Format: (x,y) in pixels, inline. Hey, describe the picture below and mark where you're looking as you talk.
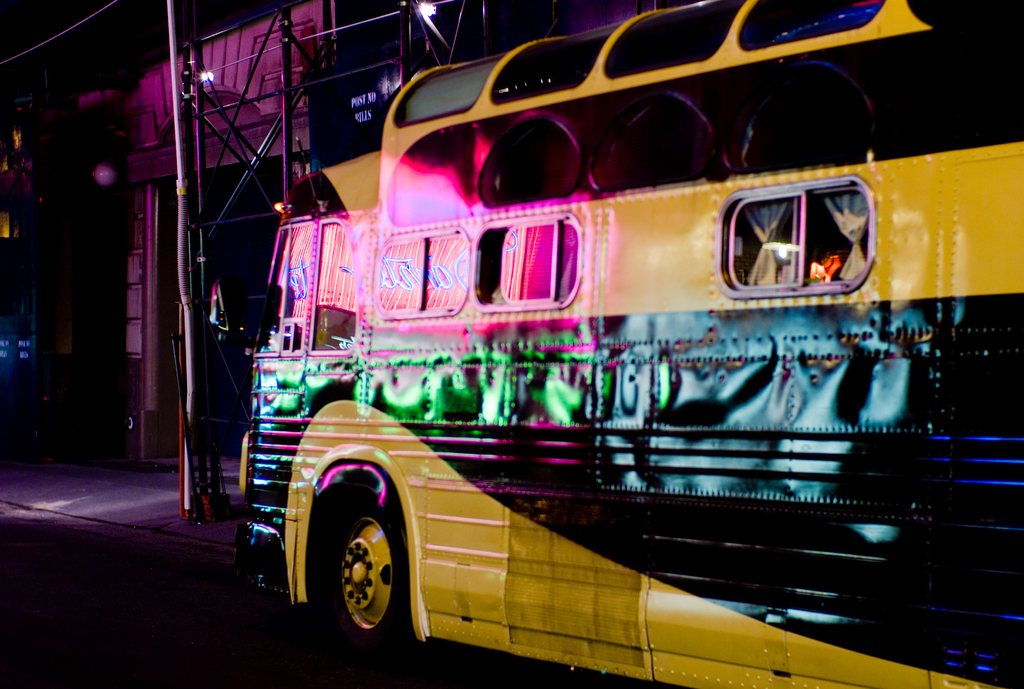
In this image we can see one building (146,302), one vehicle (494,563) on the road (17,553), some poles (184,331) in front of the building (10,226), one wire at the top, footpath (129,494) near the road (92,579) and the background (26,79) is dark.
